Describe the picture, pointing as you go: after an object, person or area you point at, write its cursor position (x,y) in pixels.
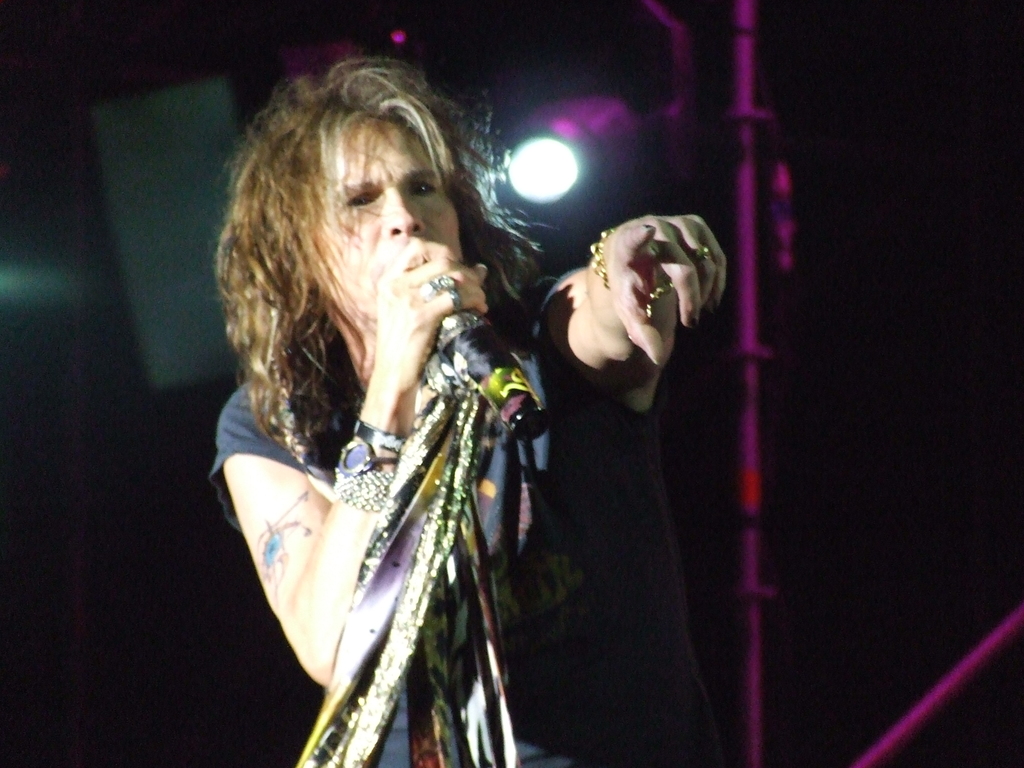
In this image there is a woman (445,306), she is holding mic (454,347) in her hand (431,341), in the background (562,153) there is a light (542,156).
